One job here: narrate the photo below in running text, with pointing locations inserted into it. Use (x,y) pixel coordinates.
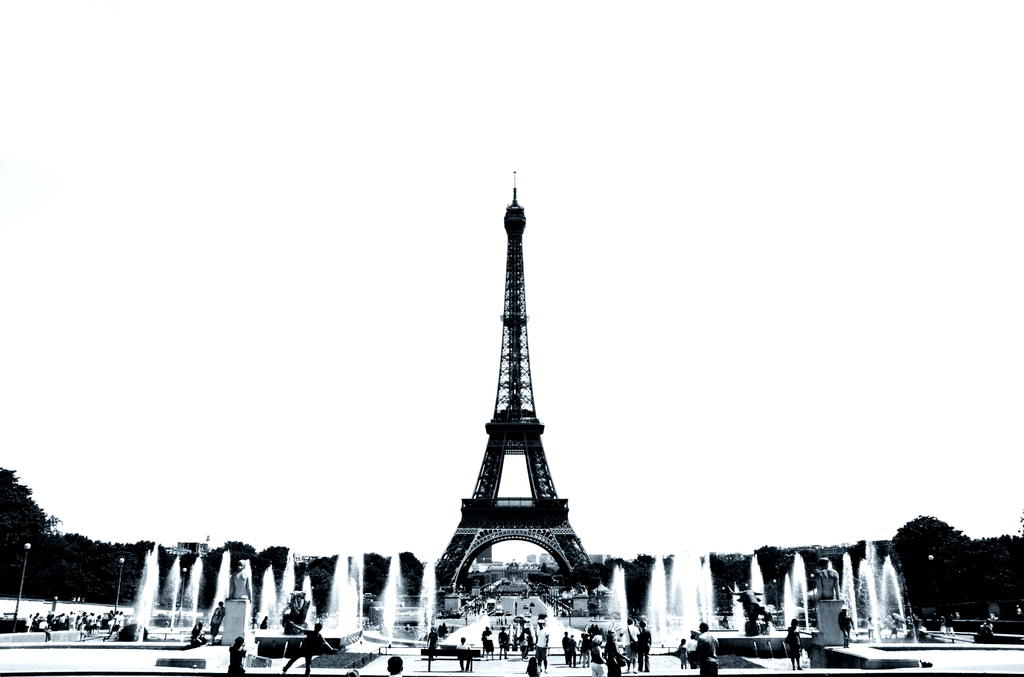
In this image I can see people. There are fountains (151,595), trees (14,549) and poles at the back (148,610). There is an eiffel tower (505,394) in the center (505,431). This is a black and white image.
